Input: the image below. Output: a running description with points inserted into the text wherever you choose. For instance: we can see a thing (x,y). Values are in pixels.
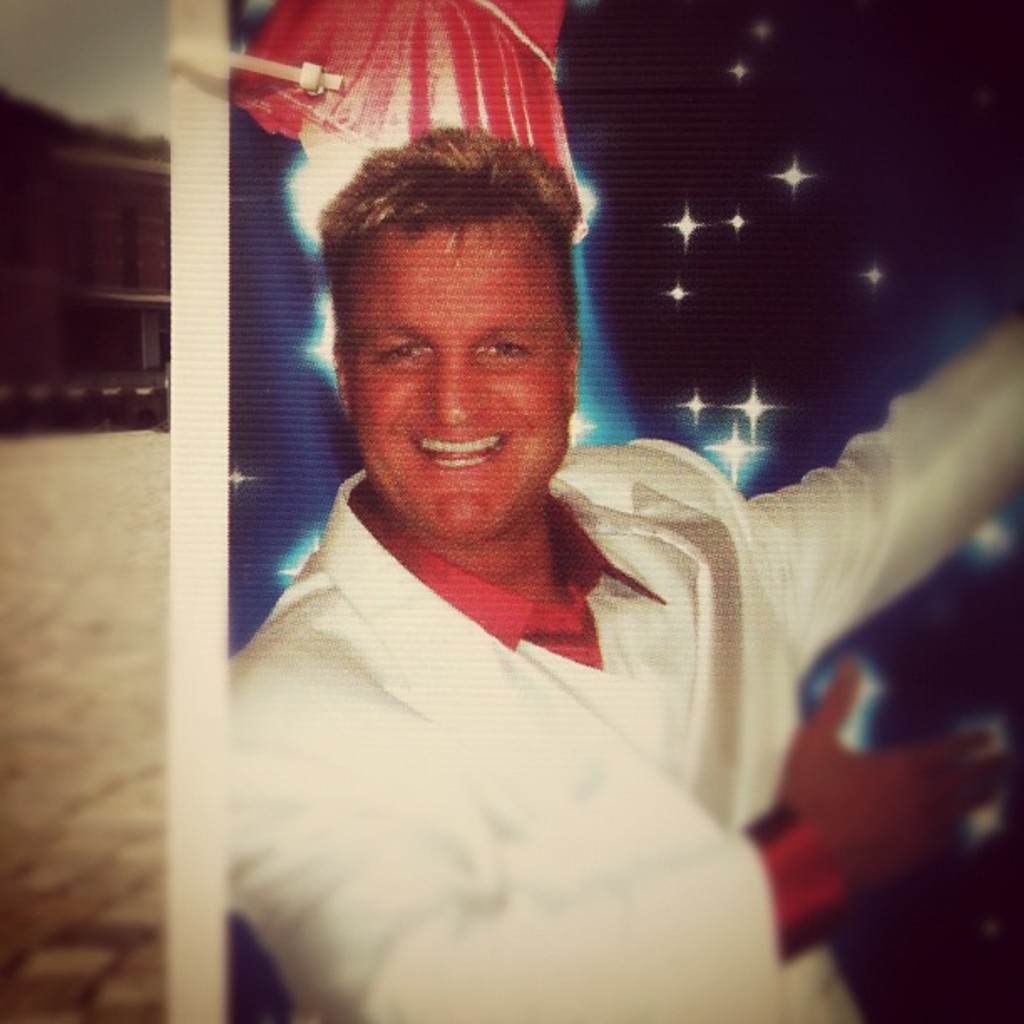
In this picture we can see a photo of a man (461,458) smiling. In the background (127,543) we can see the ground (74,499), building (101,185) and the sky (135,76).
